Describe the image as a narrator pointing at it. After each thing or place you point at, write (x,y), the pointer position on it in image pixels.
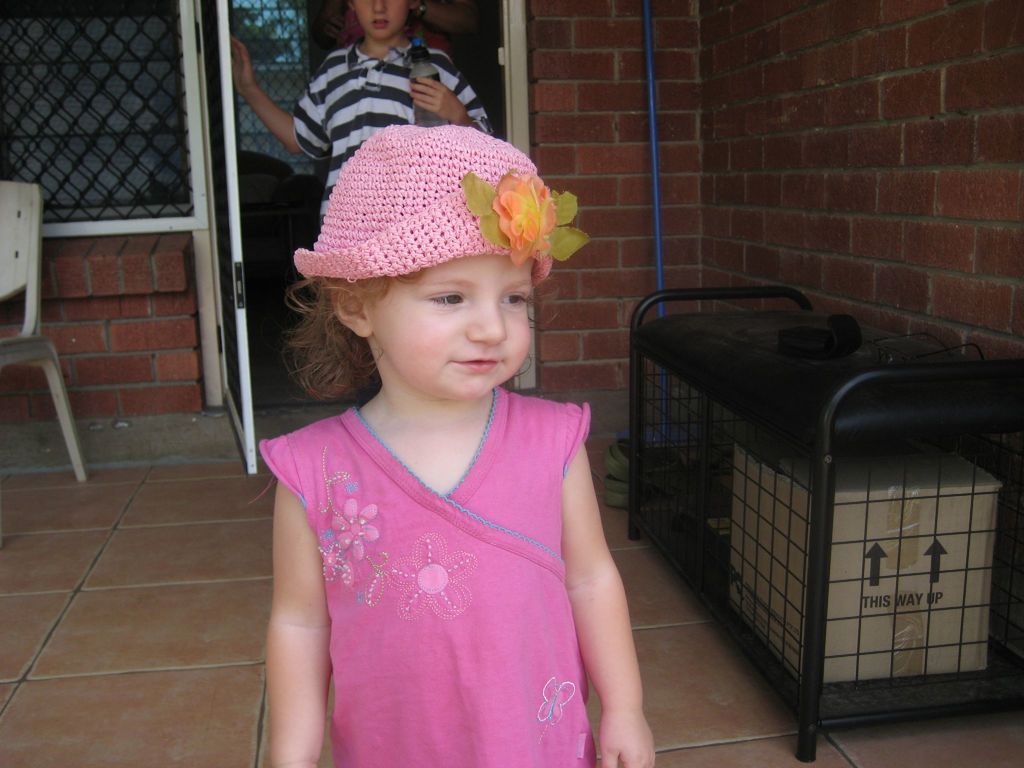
In this image we can see a girl (412,422). In the background (25,161) we can see a carton box (992,500) in a box (992,500) on the floor (1017,732), window (185,21), chair (4,187), pipe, welded mesh wire (107,71), object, brick wall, door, a boy (383,101) is holding an object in the hand (449,91), another person (415,9) and objects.
